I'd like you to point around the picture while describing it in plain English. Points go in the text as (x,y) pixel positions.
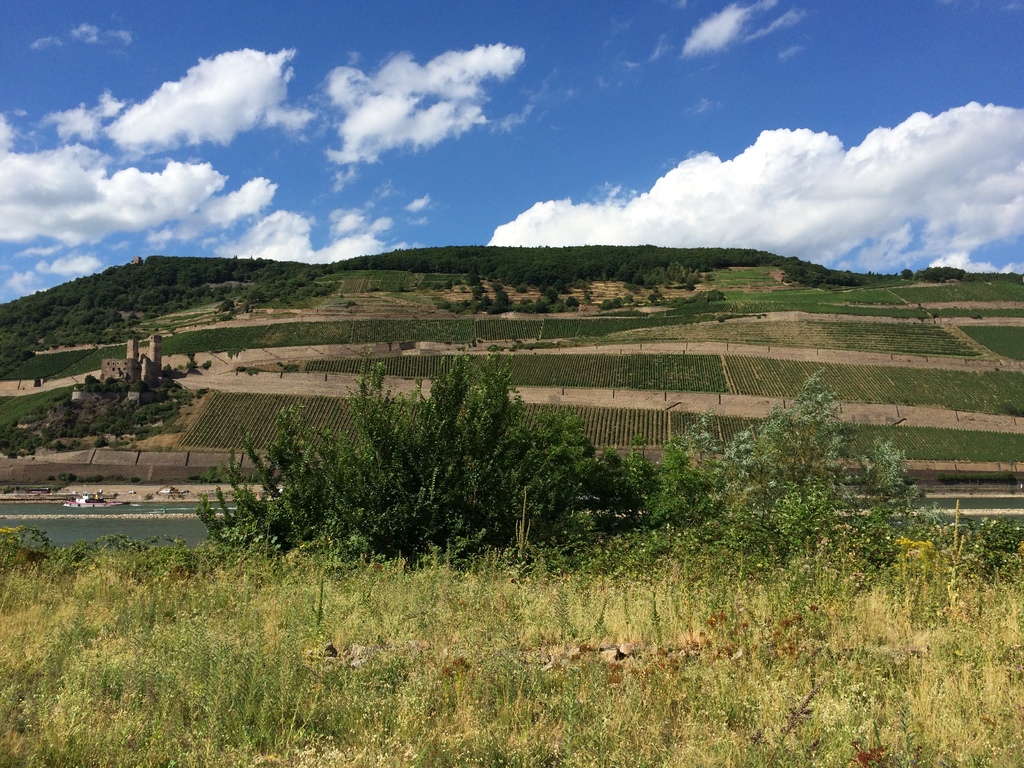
In the picture I can see plants (127,677), trees (294,535), grasslands (177,747), hills (396,386) and the blue color sky (315,238) with clouds (833,183) in the background (629,58).
